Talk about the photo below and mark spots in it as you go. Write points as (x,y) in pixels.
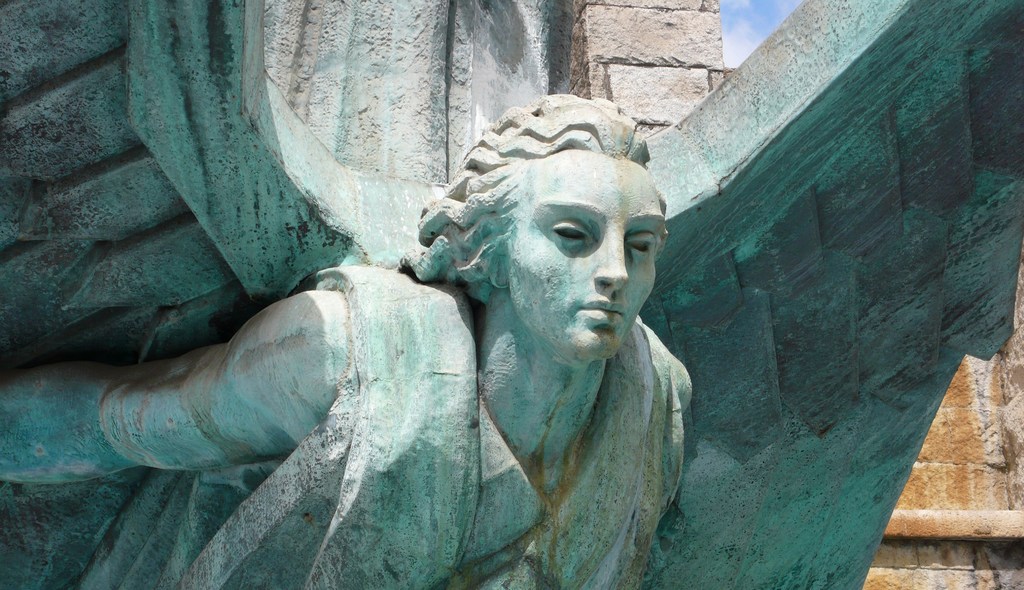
In this image I can see a sculpture (518,408) which is in the shape of a person which is made of metal (579,335) which is bluish green in color. In the background (714,44) I can see the wall (650,22) which is made of rocks (669,36) and the sky (728,52).
